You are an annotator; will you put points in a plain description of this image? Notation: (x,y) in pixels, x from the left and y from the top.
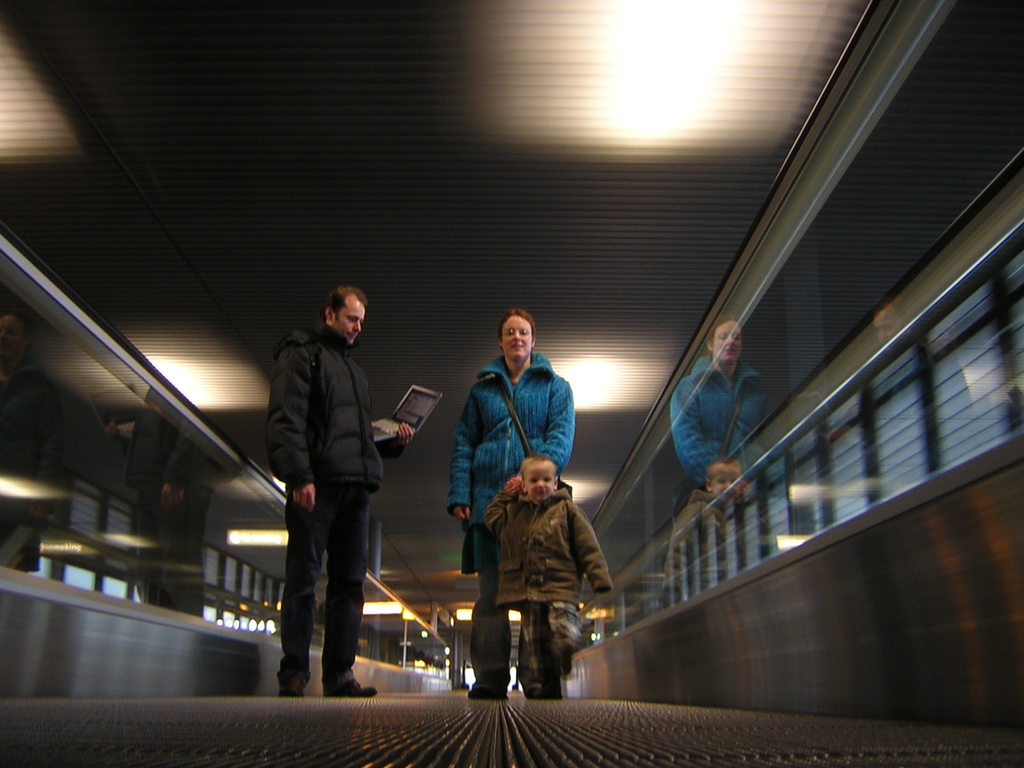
In the image there are three persons (468,511) standing. There is a man (354,456) holding a laptop (425,404) in his hand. On the sides of the image there is railing (211,539). Behind the railing (166,536) on the left side (163,585) there are glass walls (272,577). At the top of the image (467,85) there is a ceiling (576,271) with lights (648,102).
